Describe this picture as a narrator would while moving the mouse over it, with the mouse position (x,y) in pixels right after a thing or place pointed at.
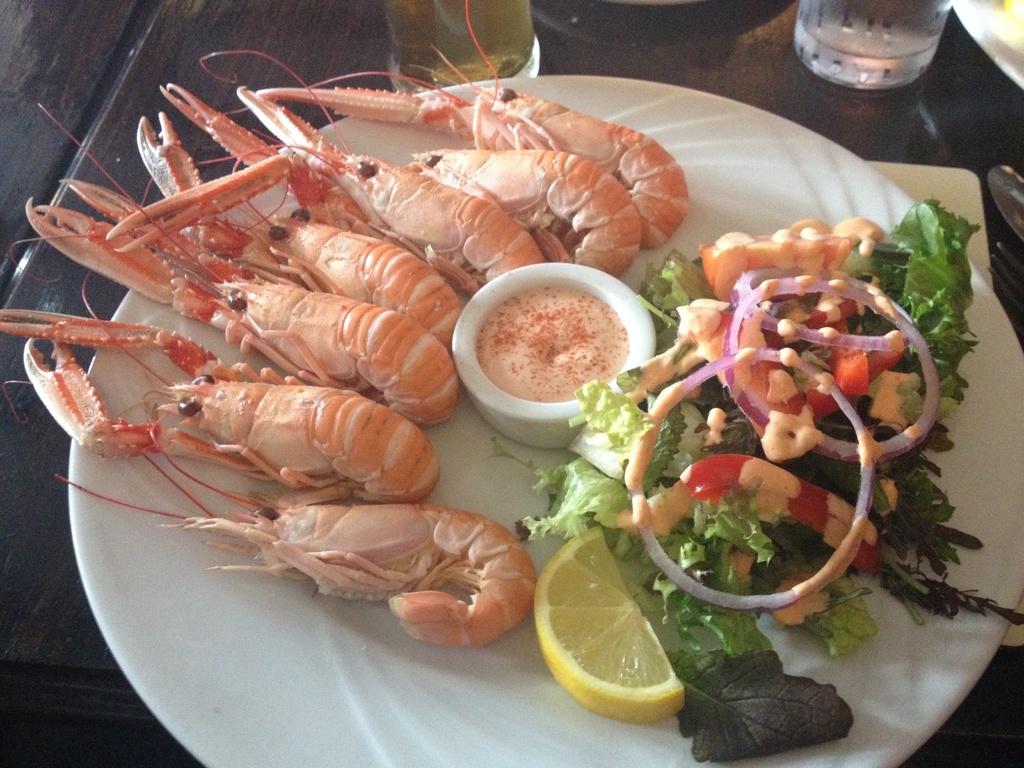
In this picture we can see some food (505,124) on a plate (787,175). There are glasses (844,54), spoon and a fork (998,244).
